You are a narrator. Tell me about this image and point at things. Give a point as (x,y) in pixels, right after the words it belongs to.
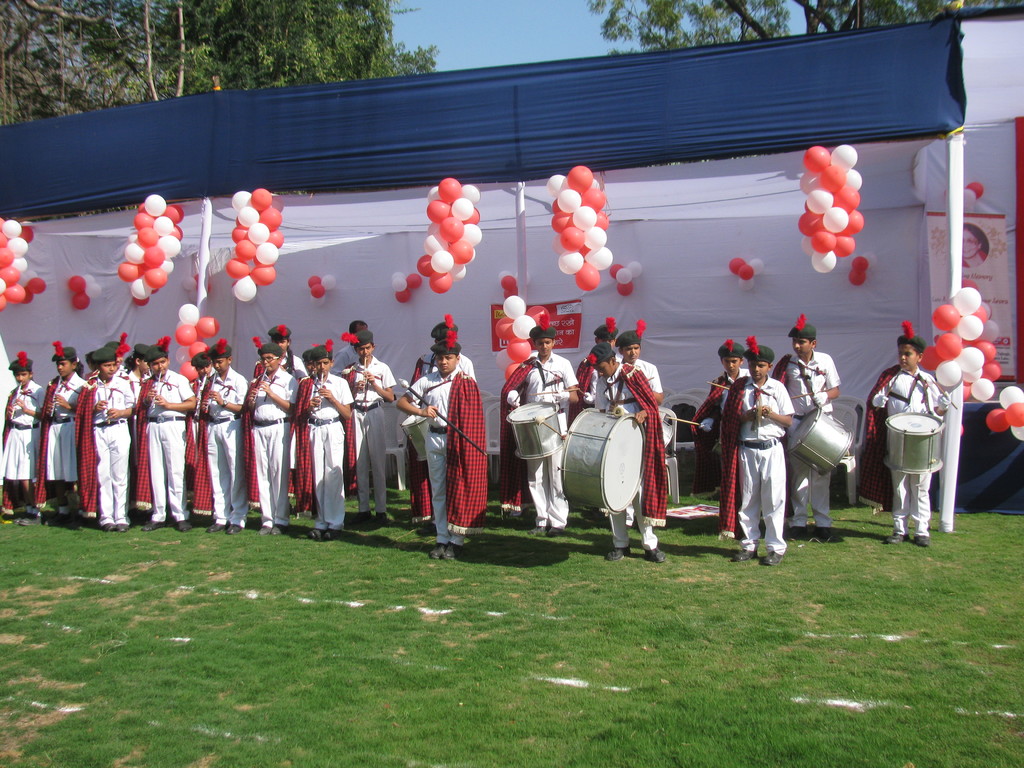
In this image we can see few persons (182,496) are playing musical instruments (57,385) by standing on the ground (484,641) and we can see grass (429,641) on the ground (466,761). In the background (453,247) we can see clothes (614,217), balloons (570,248), poles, hoarding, trees (338,28) and the sky (469,6).
